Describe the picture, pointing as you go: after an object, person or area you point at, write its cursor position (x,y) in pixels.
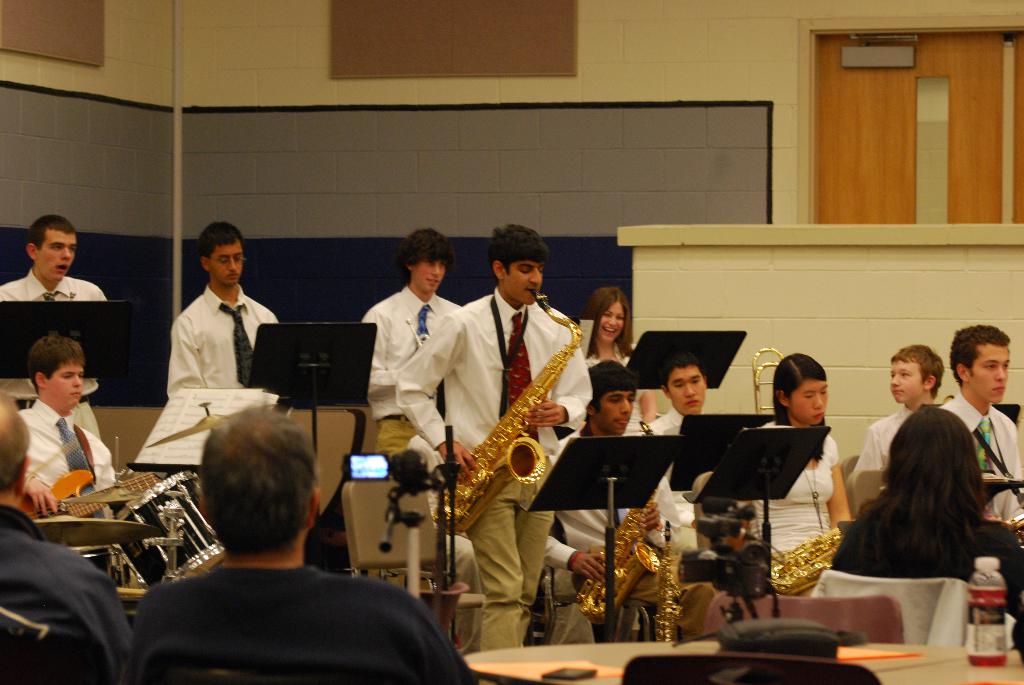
This is an inside view of a room (417,524). Here I can see a few people (1002,474) are playing different musical instruments (481,476). At the bottom (925,673) there is a table (956,663) on which a bottle (982,633) and some other objects (730,626) are placed. In the background (544,216) there is a wall (430,115) and door (916,166). This seems to be an orchestra (534,366).
